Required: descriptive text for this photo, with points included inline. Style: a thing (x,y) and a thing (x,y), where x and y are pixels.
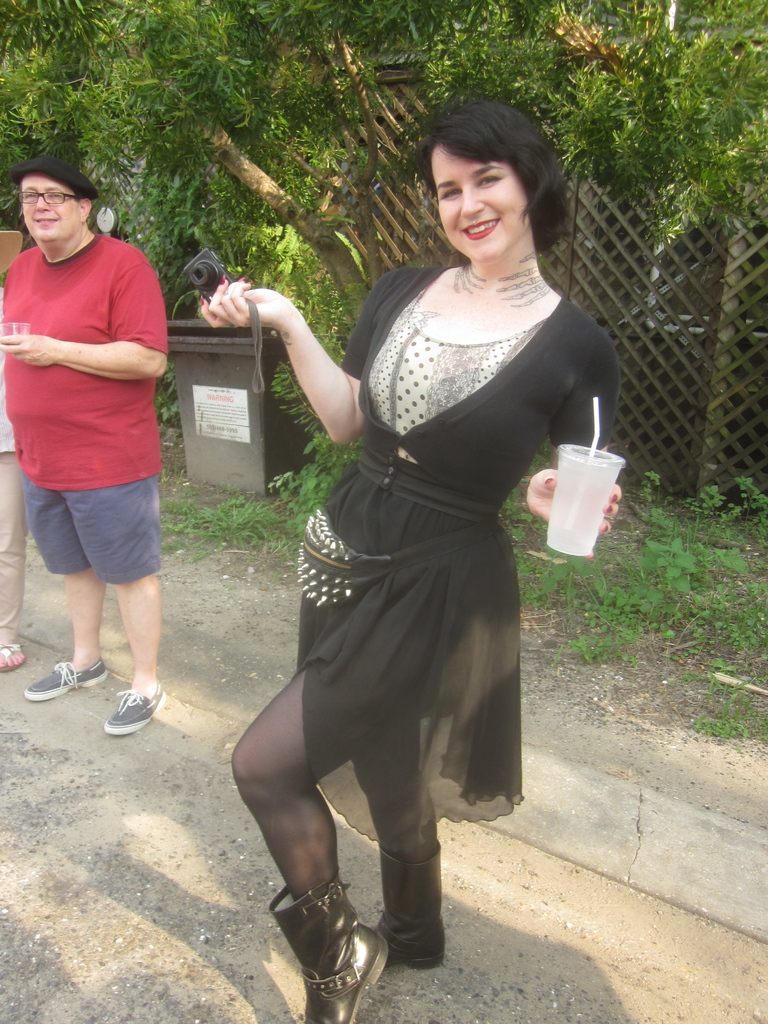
In this image we can see people (394,336) standing on the floor (251,819) and holding disposable tumblers (606,485) and a camera (208,263) in the hands (600,528). In the background (301,126) we can see fence (749,192), trees (626,176), plants (599,553) and bins (217,440).
